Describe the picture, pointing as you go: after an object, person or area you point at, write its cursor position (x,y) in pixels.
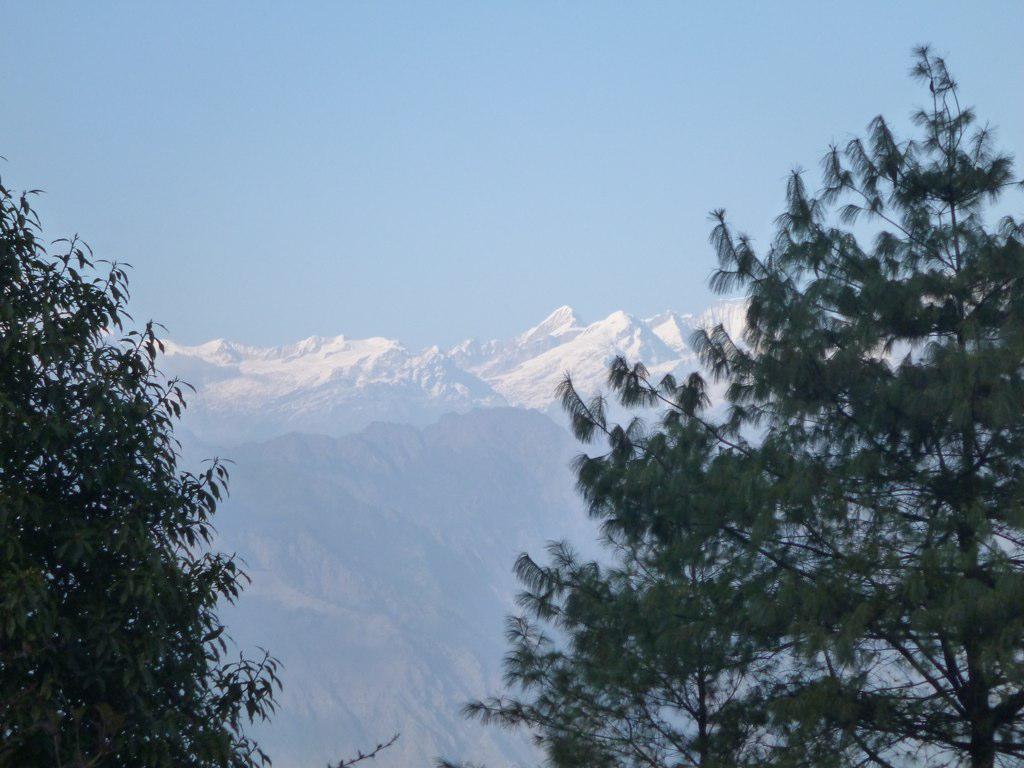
In this image in the front (166,535) there are trees (802,552). In the background (370,395) there are mountains (436,400).
